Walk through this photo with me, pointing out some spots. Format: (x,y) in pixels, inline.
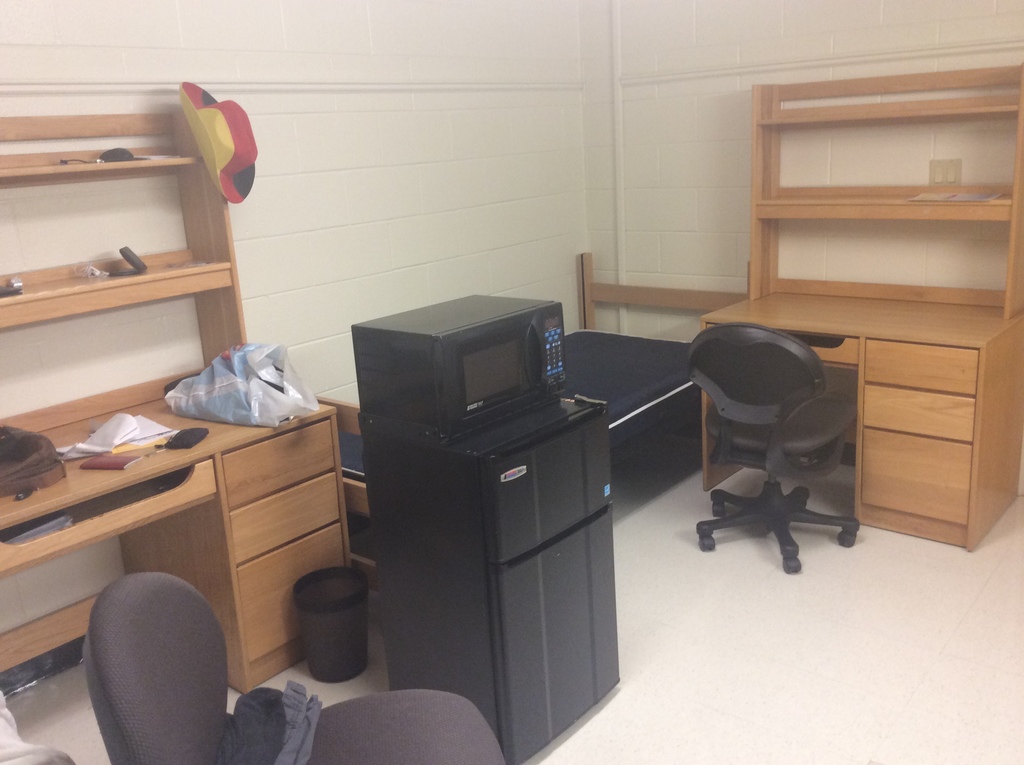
There is a room (361,165) with bed (629,392) on the corner (637,314) and a fridge (553,542) in front of the bed (635,344) with microwave oven (501,366) on it and there is a desk (914,343), chair (745,374) in front of it. On the right side (832,296) another desk (202,472), on left side (202,280) with hat (243,180) on top (238,135) and cover (234,395), in front of desk (322,555) there is dustbin (327,594).
